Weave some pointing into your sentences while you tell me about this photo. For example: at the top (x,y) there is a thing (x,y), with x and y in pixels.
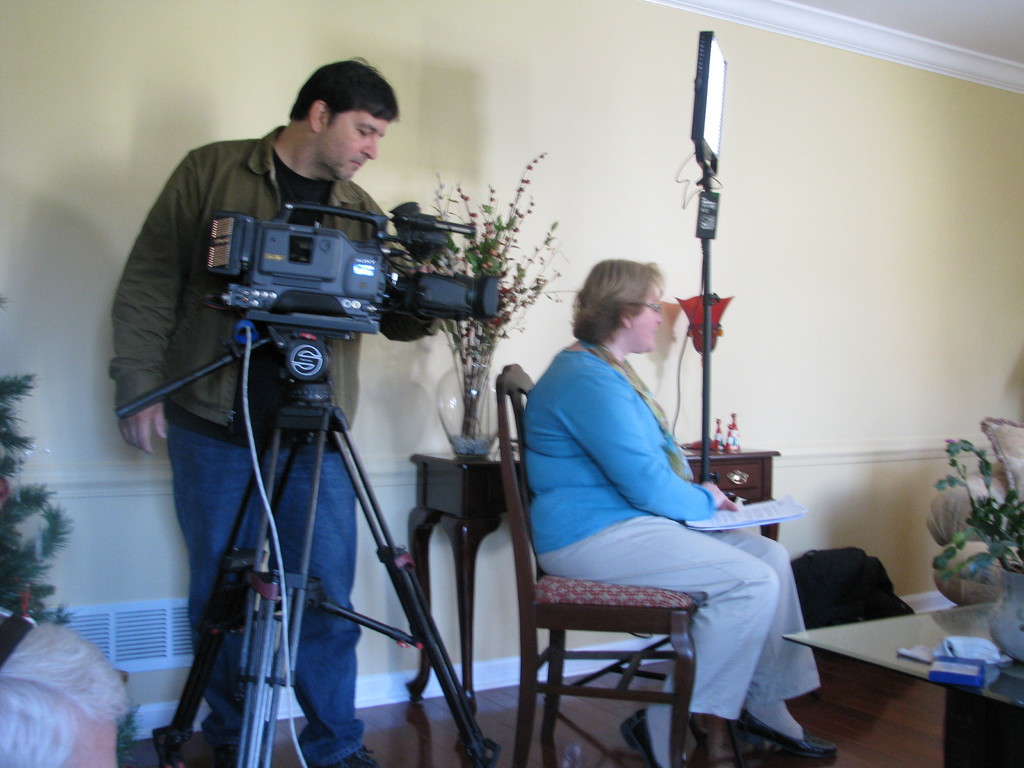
As we can see in the image there is a wall (858,266), camera (303,296). A man (198,534) standing over here and there is a woman (655,564) sitting on chair (518,591). In front of women (612,532) there is a table (886,624).
